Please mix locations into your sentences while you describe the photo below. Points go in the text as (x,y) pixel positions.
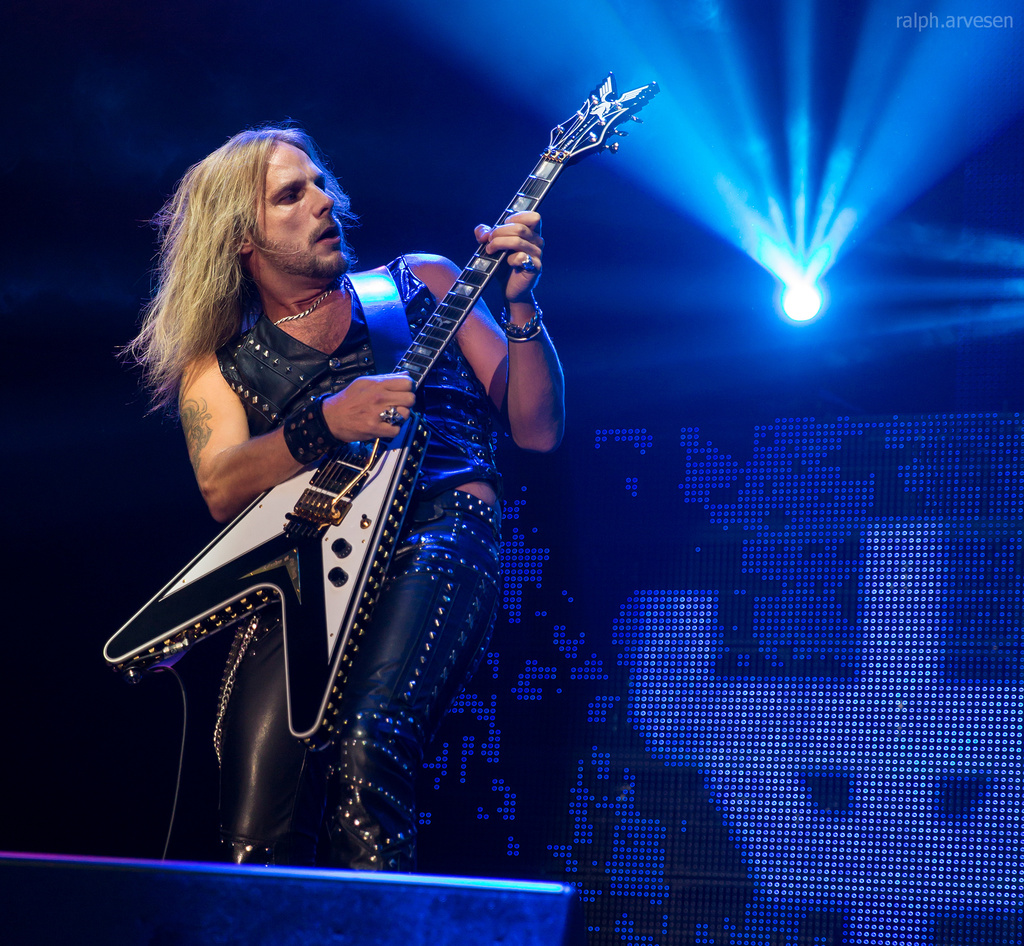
In the center of the image (498,374) there is a person (389,409) holding a guitar (233,609). In the background of the image (576,463) there is a screen (791,584). There is a light (811,254).
